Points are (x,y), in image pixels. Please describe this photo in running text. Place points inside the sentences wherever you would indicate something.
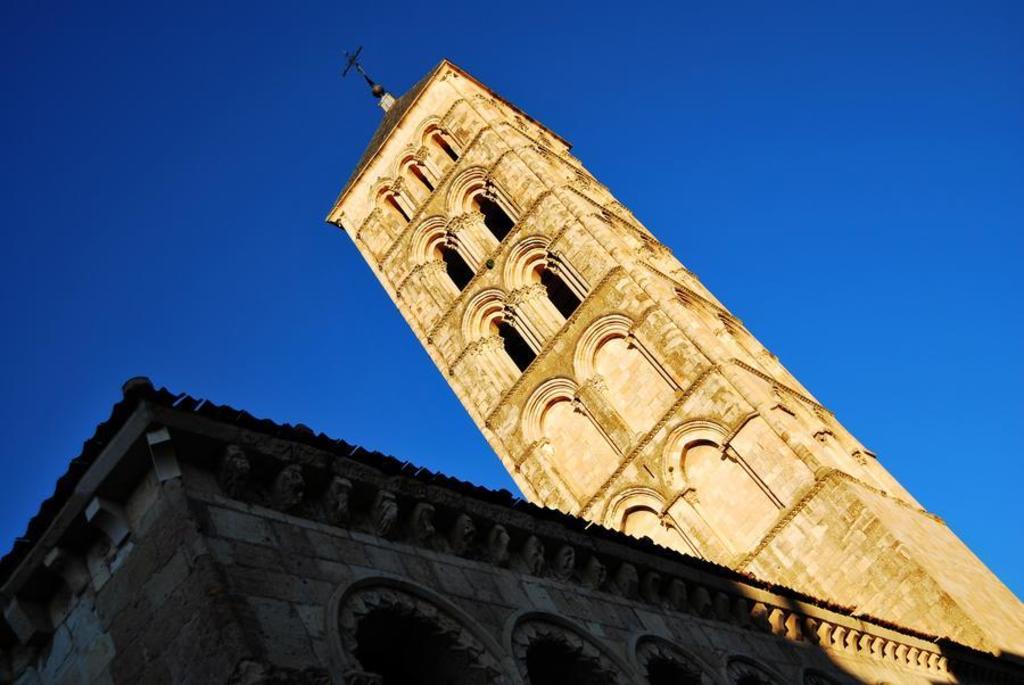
This image is taken outdoors. At the top of the image (185,183) there is the sky (769,139). In the middle of the image (512,349) there is a church (451,571) with walls (577,336), windows (397,622) and a roof (163,405). There is a cross symbol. There are many carvings (835,637) on the walls (182,449).
